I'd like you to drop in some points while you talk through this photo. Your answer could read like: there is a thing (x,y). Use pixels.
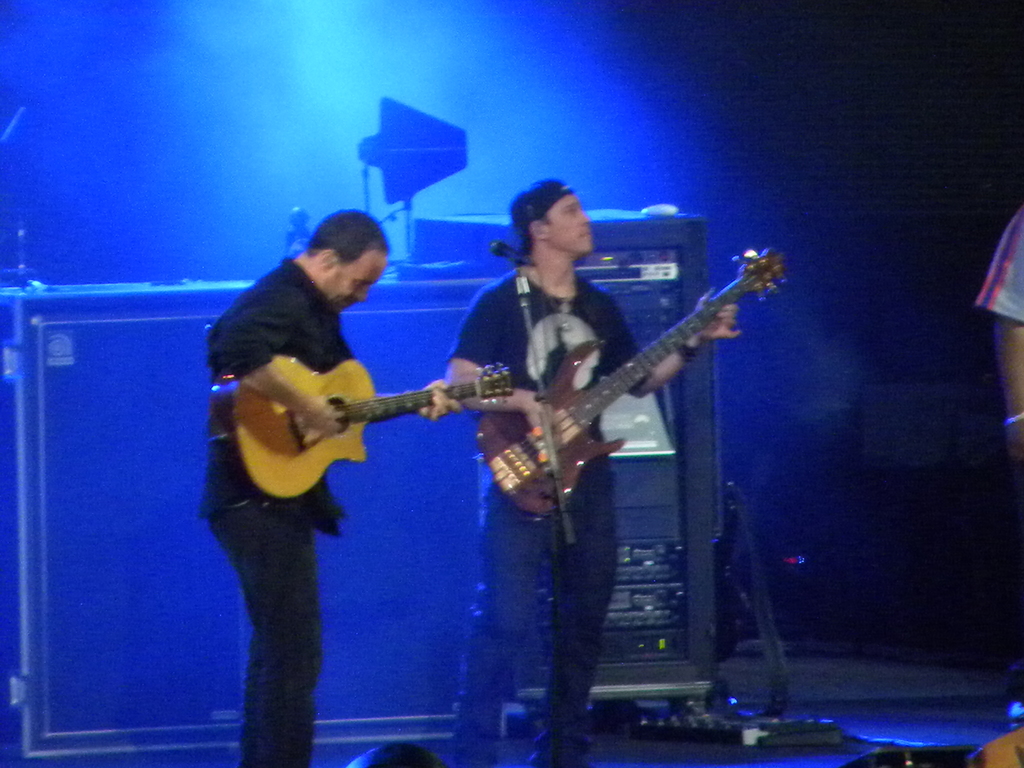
In the image we can see there are people (499,535) who are standing and holding guitar (245,404) in their hand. At the back (608,233) there are speakers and music system (640,269) which is kept at the back (687,614) and the lighting (63,24) is in blue colour.
